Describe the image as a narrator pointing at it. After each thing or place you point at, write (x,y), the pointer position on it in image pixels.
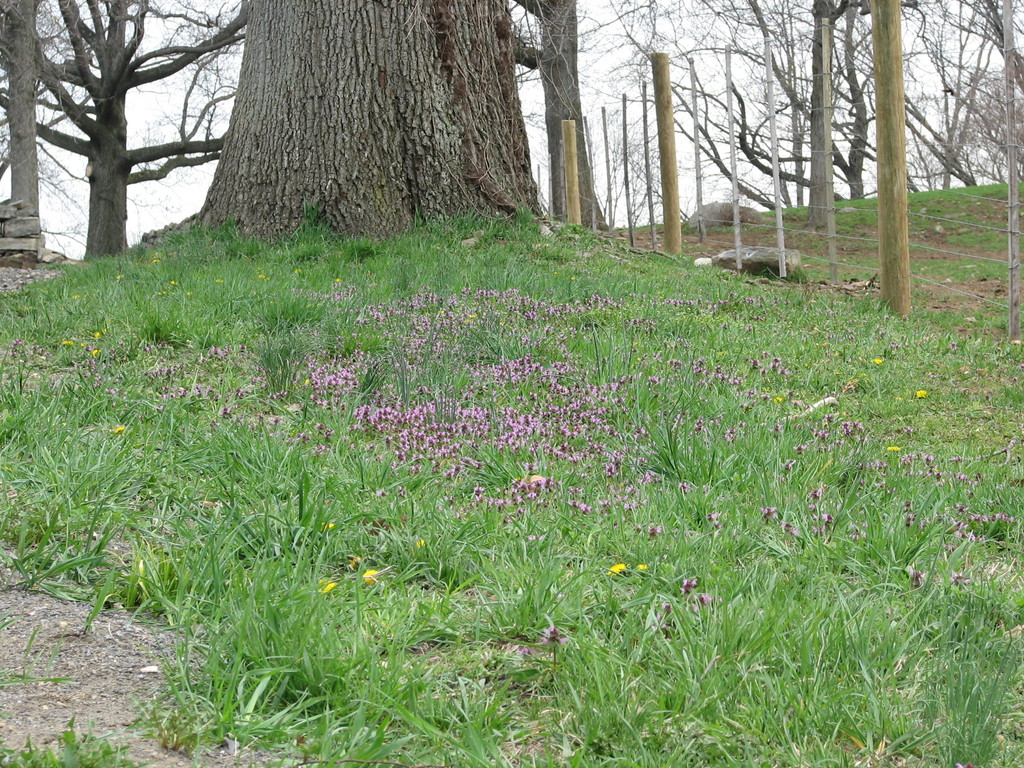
In this image we can see tree (496,121), fencing (901,146), grass (473,348) and flowers (530,360). In the background (525,88) we can see trees (25,153) and sky (651,128).
